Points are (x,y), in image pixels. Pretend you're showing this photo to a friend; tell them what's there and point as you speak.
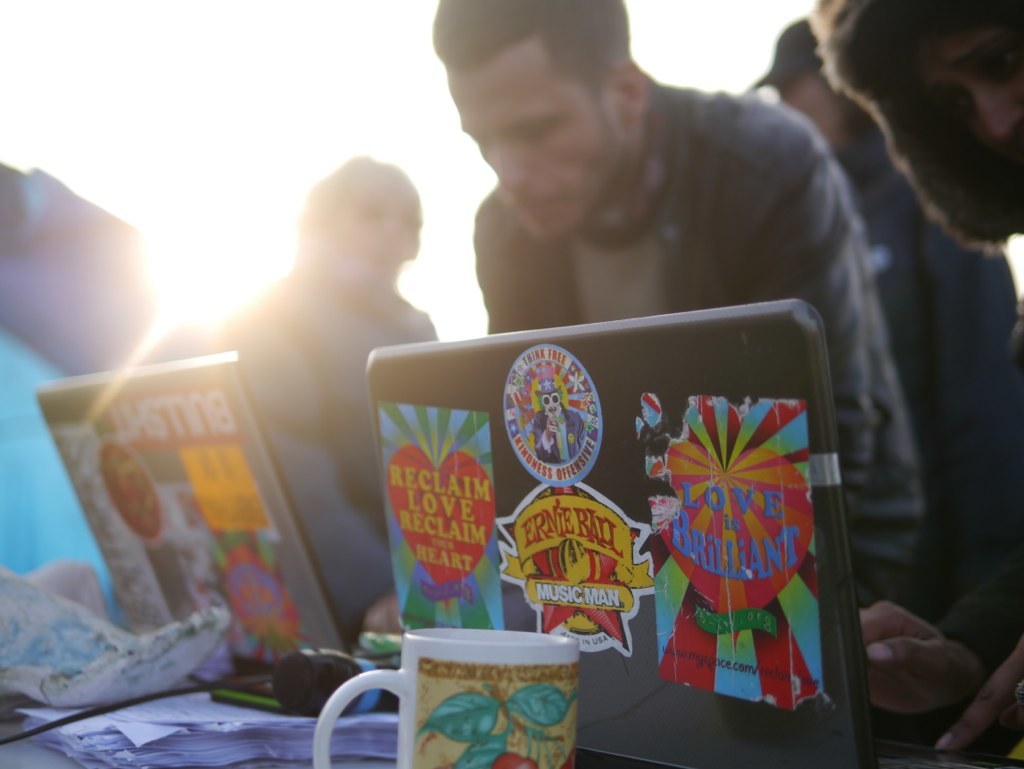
In the picture I can see laptops (245,658), papers (207,766) and cup (546,702) are placed on the table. The background of the image (1005,118) is slightly blurred, where I can see people (505,199) are standing and I can see the sun (192,285) here.
